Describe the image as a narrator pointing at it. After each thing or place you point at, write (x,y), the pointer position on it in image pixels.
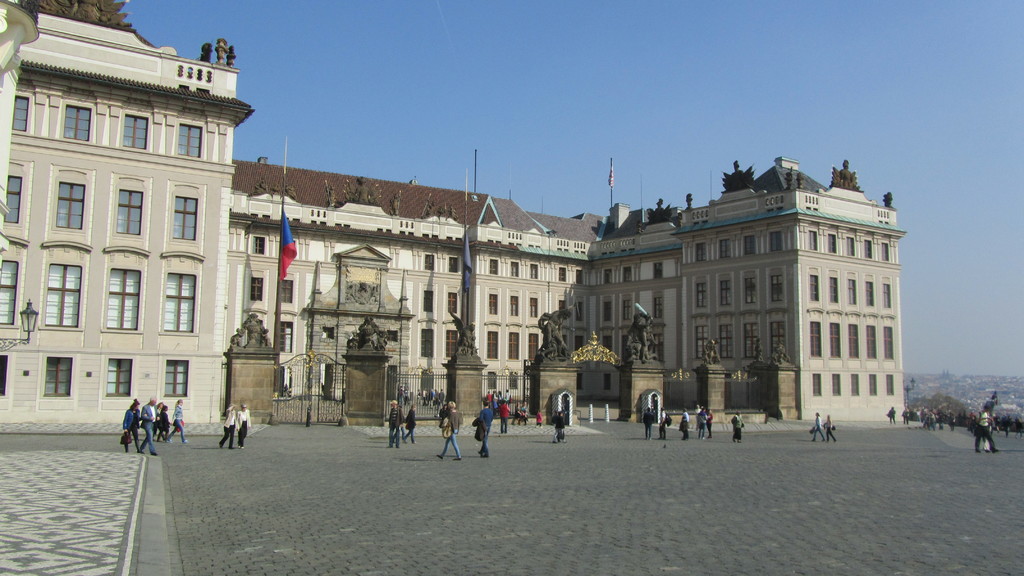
In this image there is a building (459,266) and we can see sculptures (359,350) on the walls (253,355). We can see gates (318,416). At the bottom (452,404) there are people (538,411) walking and there are flags (471,261). In the background (481,146) there is sky (662,98).
